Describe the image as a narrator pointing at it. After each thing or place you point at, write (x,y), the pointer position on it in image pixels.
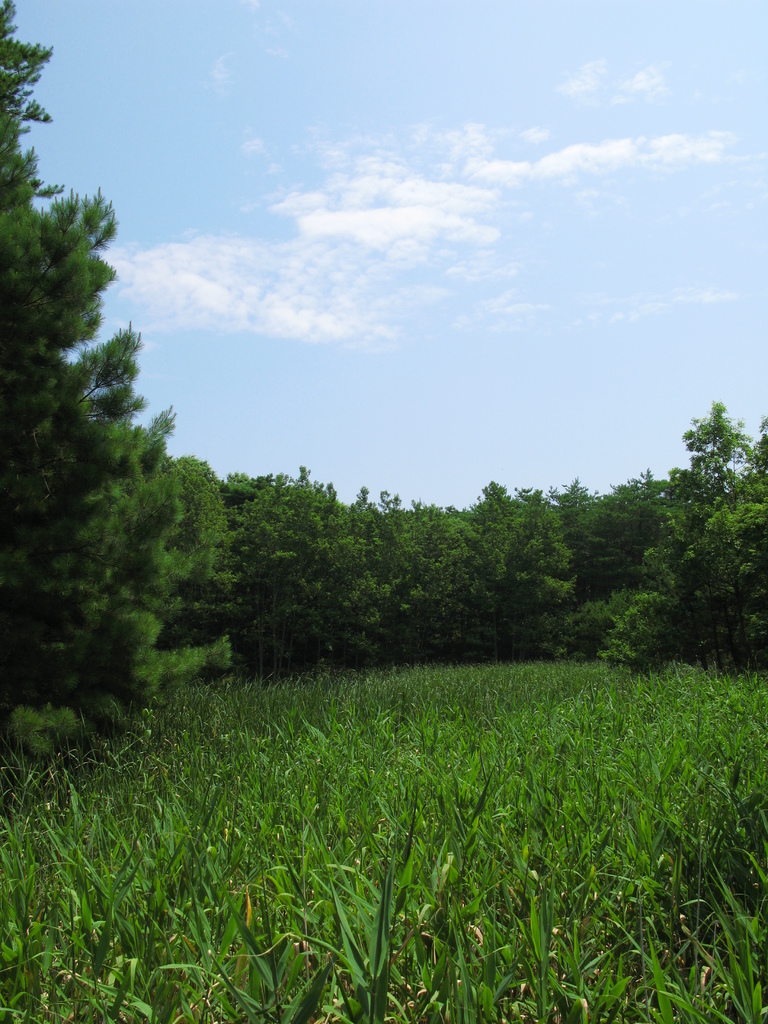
In this picture there are trees (643,553). At the top (404,108) there is sky (430,167) and there are clouds (422,298). At the bottom (396,899) there are plants (246,815).
